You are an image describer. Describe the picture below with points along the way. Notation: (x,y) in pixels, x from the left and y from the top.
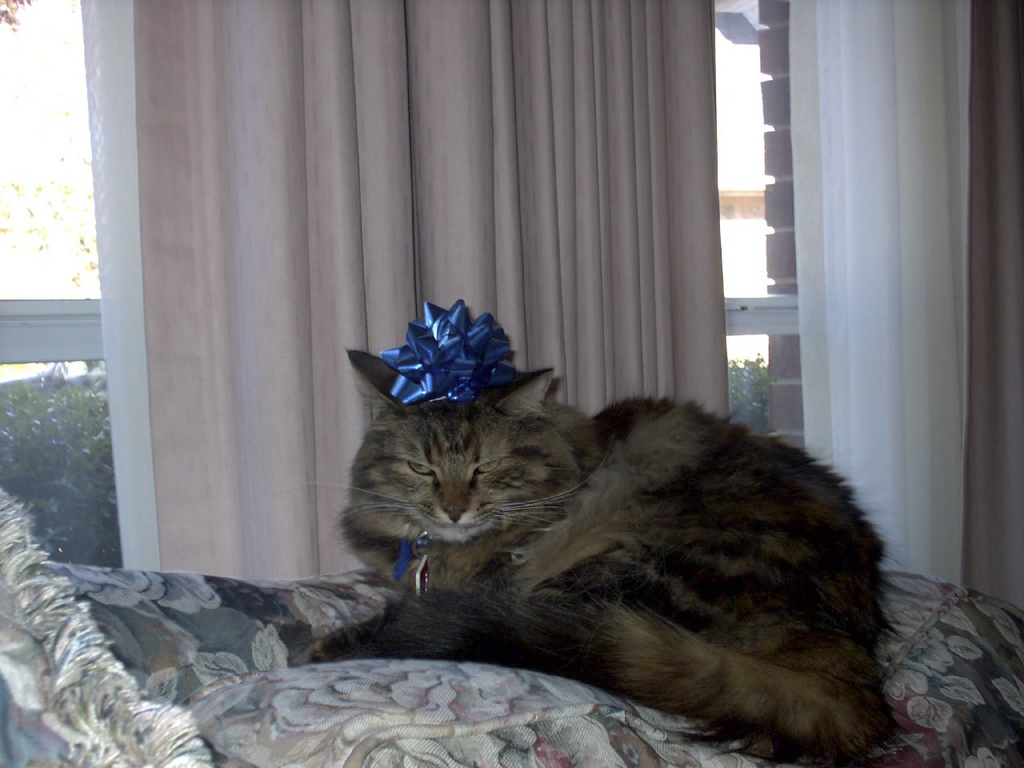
In the background (831,265) we can see a window (732,274) and curtains (523,224). Through the glass (16,237) outside view is visible. We can see plants (61,417). In this picture we can see a cat (786,741) sitting on the couch (552,767). We can see blue object (469,368) placed on the top of a cat (810,753).
